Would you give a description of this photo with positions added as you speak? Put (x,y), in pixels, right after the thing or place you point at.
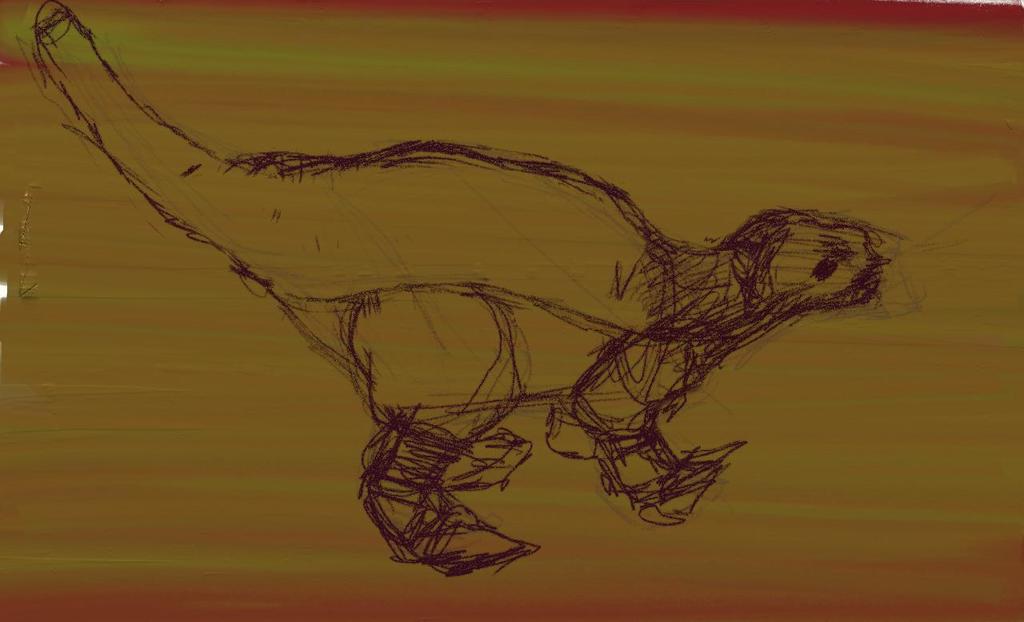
This is a drawing of an animal (230,245) on a wooden surface (955,93).
